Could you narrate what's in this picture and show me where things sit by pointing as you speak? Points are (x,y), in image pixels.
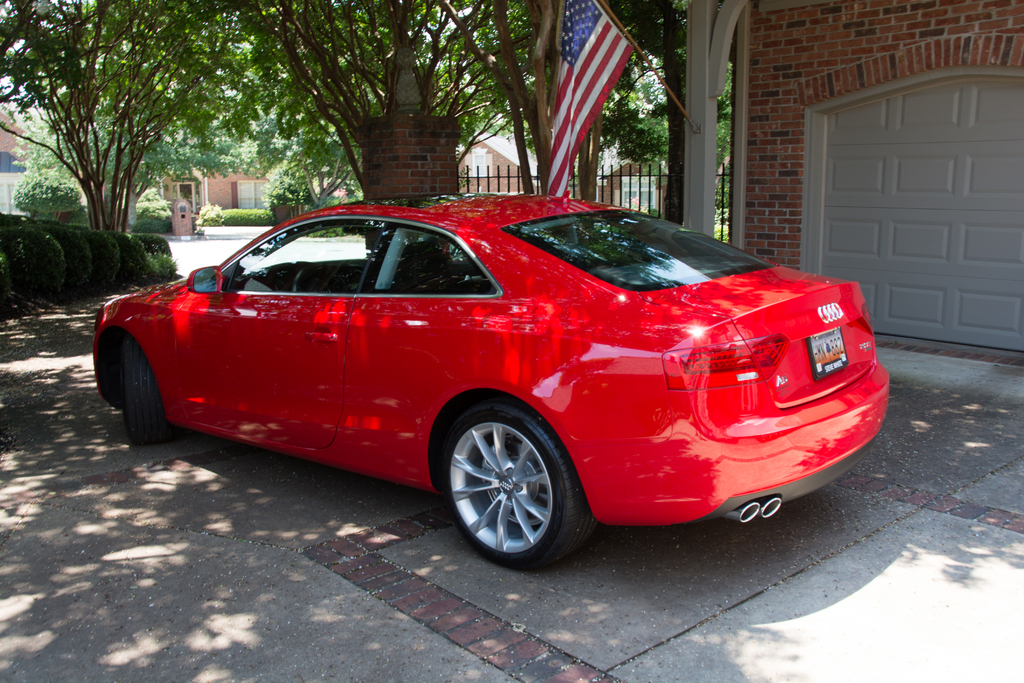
There is a car (506,437) in the center of the image (461,381), there are trees (267,163), it seems like houses (866,201) and a flag (564,84) in the background (579,51).
